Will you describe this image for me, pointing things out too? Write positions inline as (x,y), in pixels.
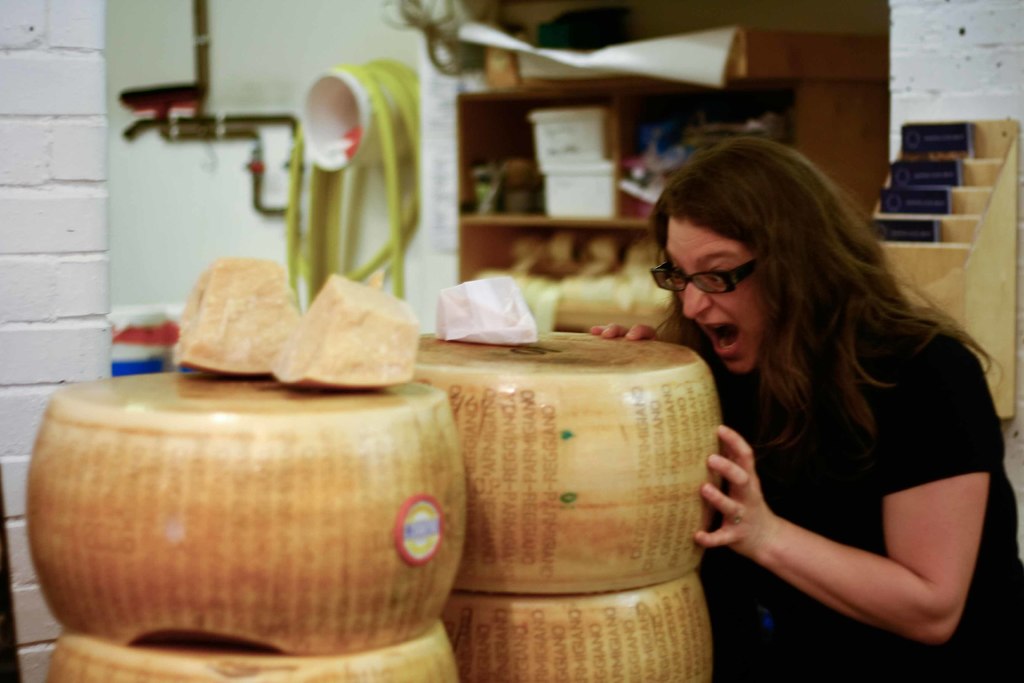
In this image we can see a woman (762,481) wearing black dress (774,476) and spectacles (750,264). Here we can see some objects (340,512). The background (73,252) the image is slightly blurred, where we can see the brick wall (81,174), pipes (317,133) and wooden cupboards (641,119) in which we can see some things (702,52) are kept.
